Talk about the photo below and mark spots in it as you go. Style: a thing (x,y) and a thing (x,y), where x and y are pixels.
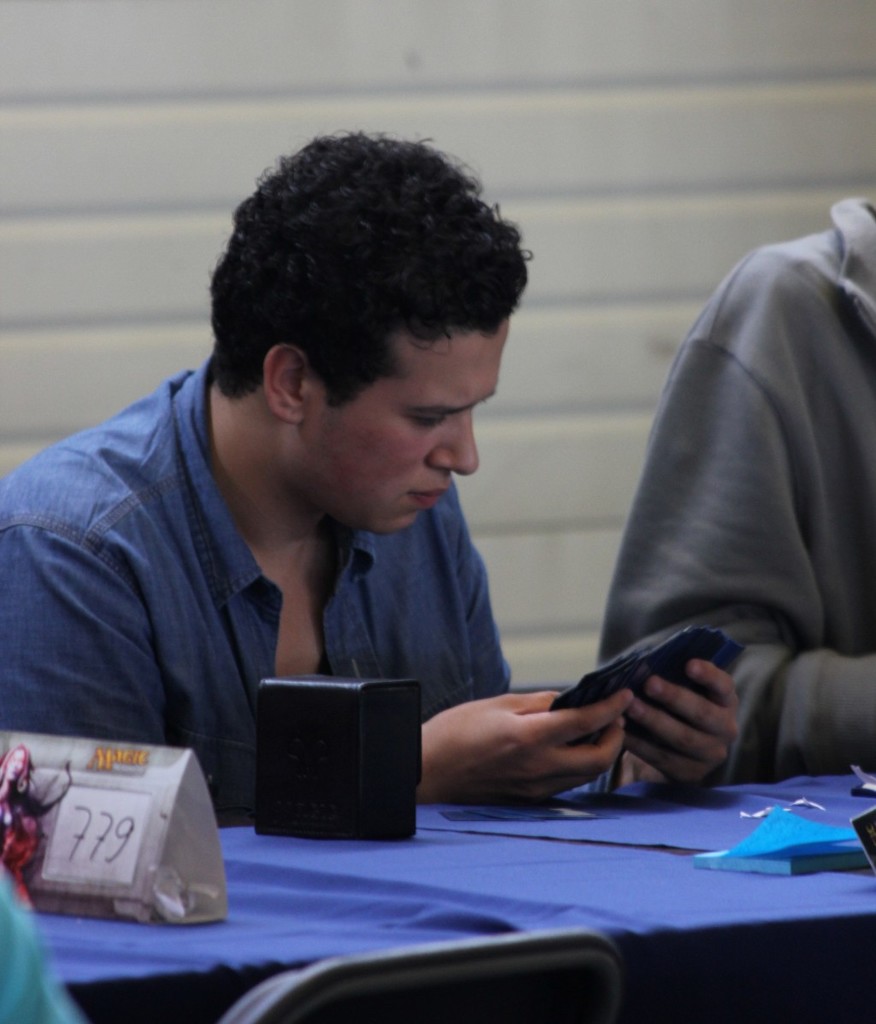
In this image, we can see people (384,529) and one of them is holding an object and we can see some objects (167,770) and a cloth (623,856) are on the table (378,903) and there is a chair (323,970). In the background (310,118), there is a wall (310,118).
